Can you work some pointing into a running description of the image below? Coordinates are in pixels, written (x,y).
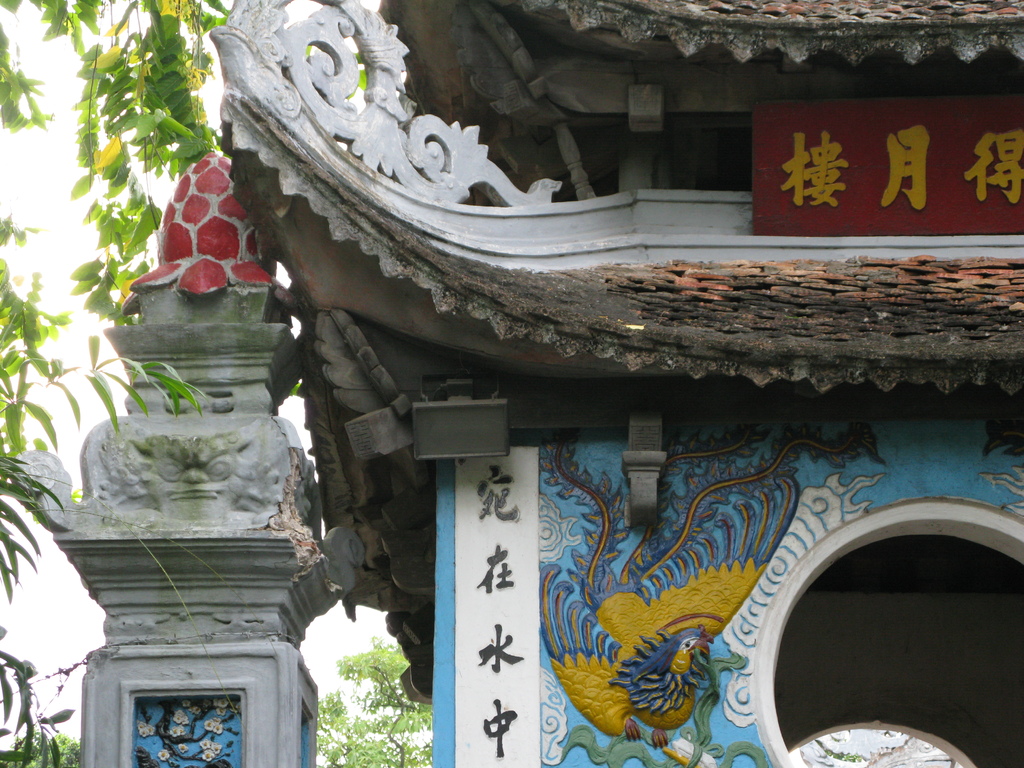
In this picture, it seems like a monument (495,541) in the foreground area of the image (627,601), there are trees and sky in the background (385,660).
